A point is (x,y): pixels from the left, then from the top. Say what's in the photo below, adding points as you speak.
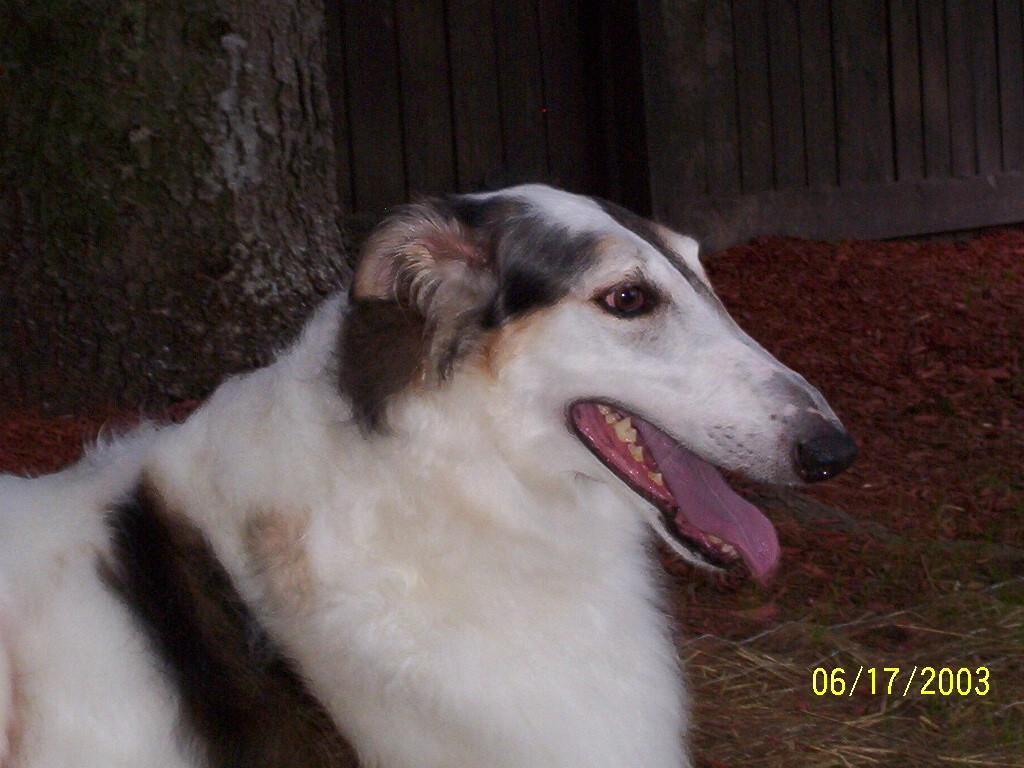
In this picture there is a dog (613,439) and we can see grass (881,732), ground (945,547) and tree trunk (91,354). In the background of the image (343,102) we can see wall (842,166). In the bottom right side of the image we can see date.
